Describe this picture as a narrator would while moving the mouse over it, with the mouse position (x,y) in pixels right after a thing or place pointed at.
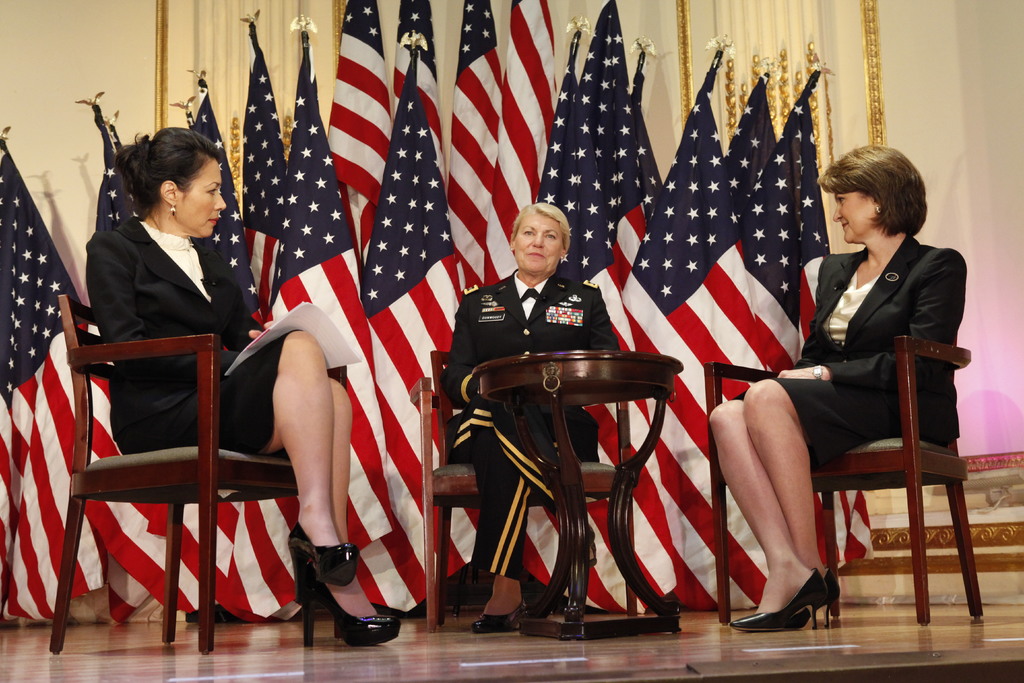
Three ladies (822,322) with the black jacket (484,322) are sitting on the chair (429,443). in the middle (583,389) there is a table (559,426). At the back of them there are many flags (427,160).
